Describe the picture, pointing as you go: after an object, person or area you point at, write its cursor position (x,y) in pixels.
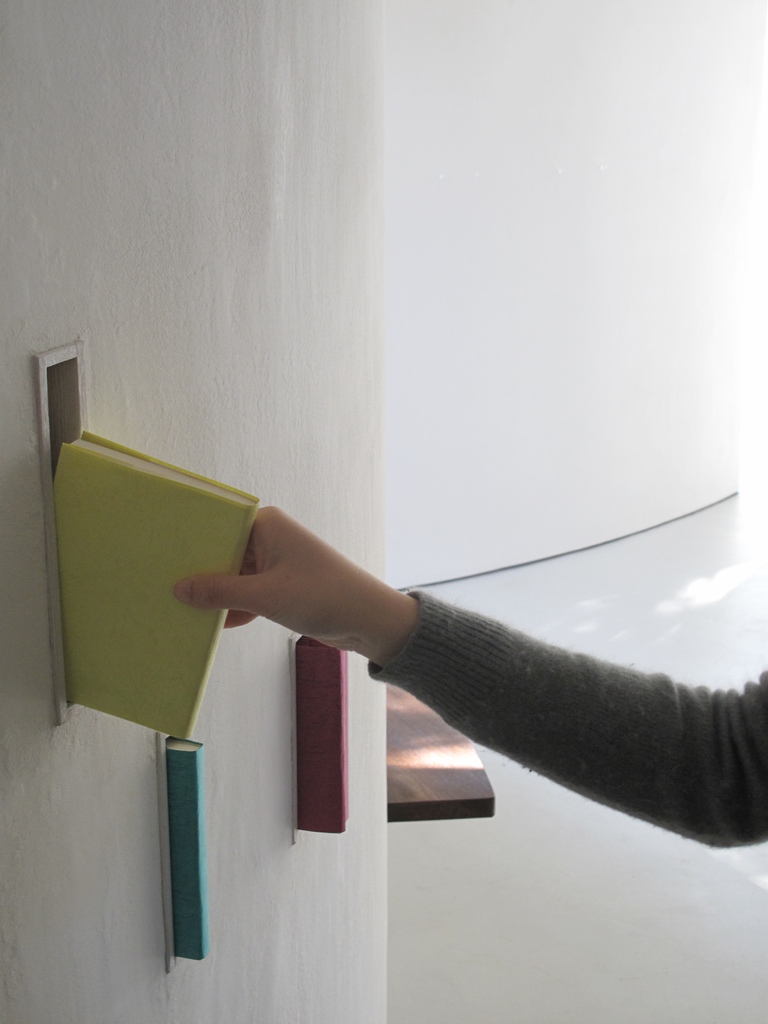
In the foreground (709,742) I can see a person (707,732) is holding a book (178,659) in hand (330,576), table (467,782) and books (319,701). In the background (734,440) I can see a wall (442,273). This image is taken may be in a hall (757,173).
